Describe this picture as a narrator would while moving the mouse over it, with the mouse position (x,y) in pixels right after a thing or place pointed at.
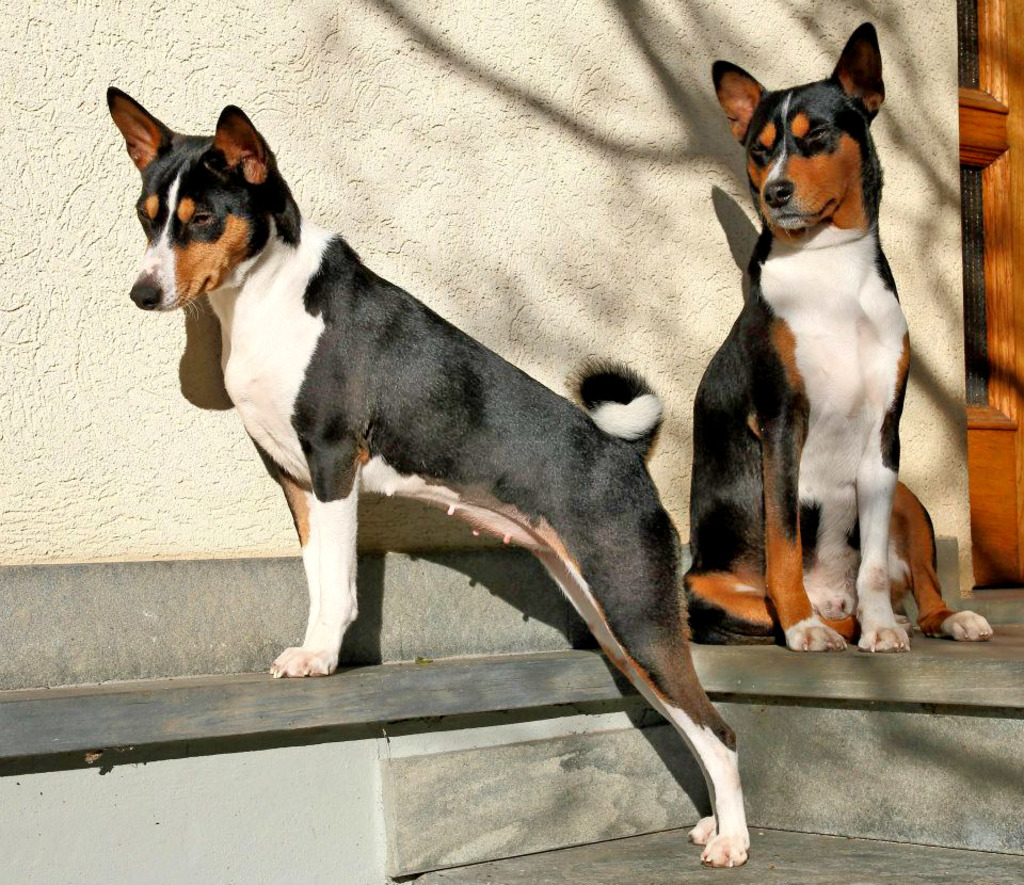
In this image we can see few animals (705,500). There is a house (590,82) in the image. There is a door (1015,383) at the right side of the image (1005,251).
